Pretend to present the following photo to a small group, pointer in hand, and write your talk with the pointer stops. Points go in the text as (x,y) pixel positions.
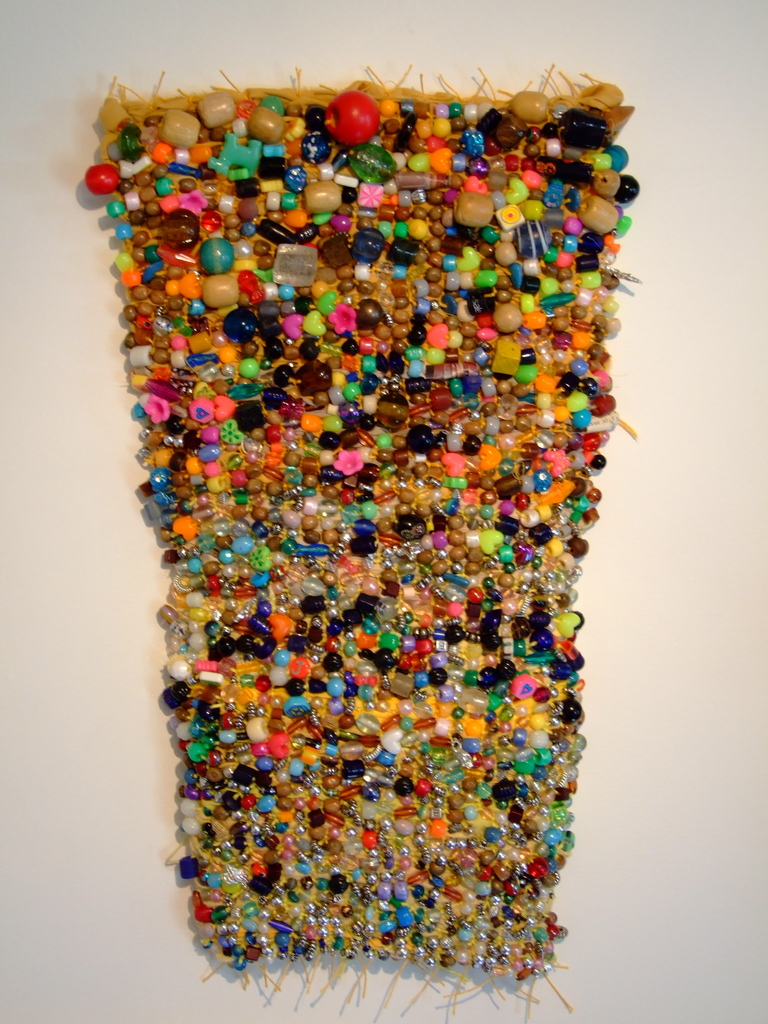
In this image we can see a colorful object (401,511) on the white color surface (88,518).
